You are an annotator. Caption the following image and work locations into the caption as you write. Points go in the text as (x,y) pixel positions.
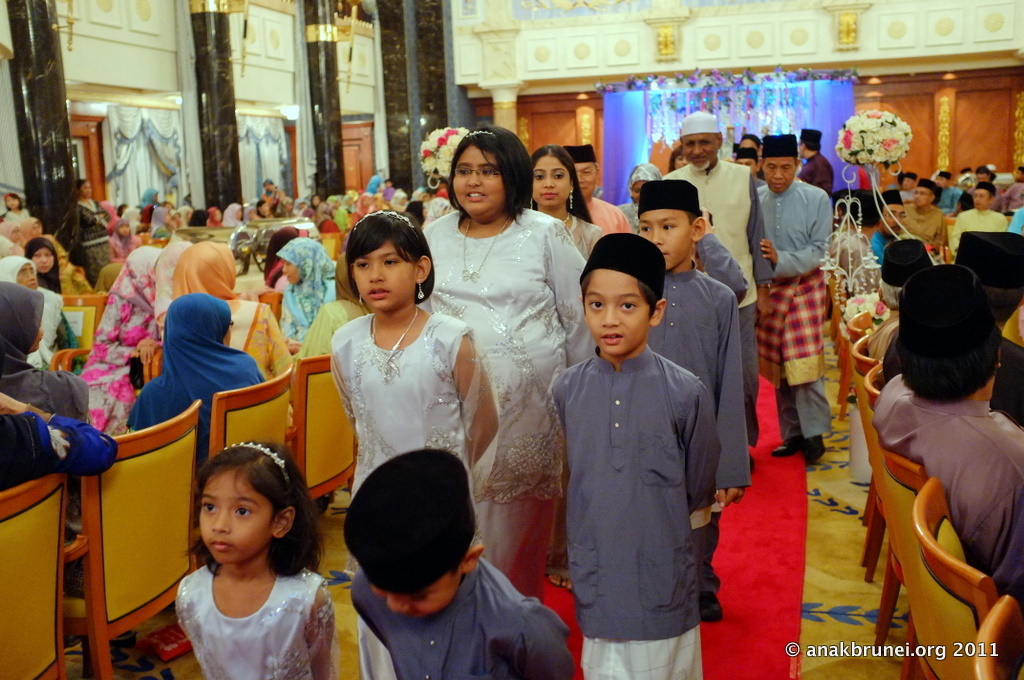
In the middle (535,392) there are kids (538,298) and few persons (523,358) walking on the red carpet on the floor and to either side of them there are few persons (939,377) sitting on the chairs (895,456). In the background (457,146) there are flower vases (456,138) on a platform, metal objects (238,260), decorative things (665,111), doors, wall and curtains (264,147).
